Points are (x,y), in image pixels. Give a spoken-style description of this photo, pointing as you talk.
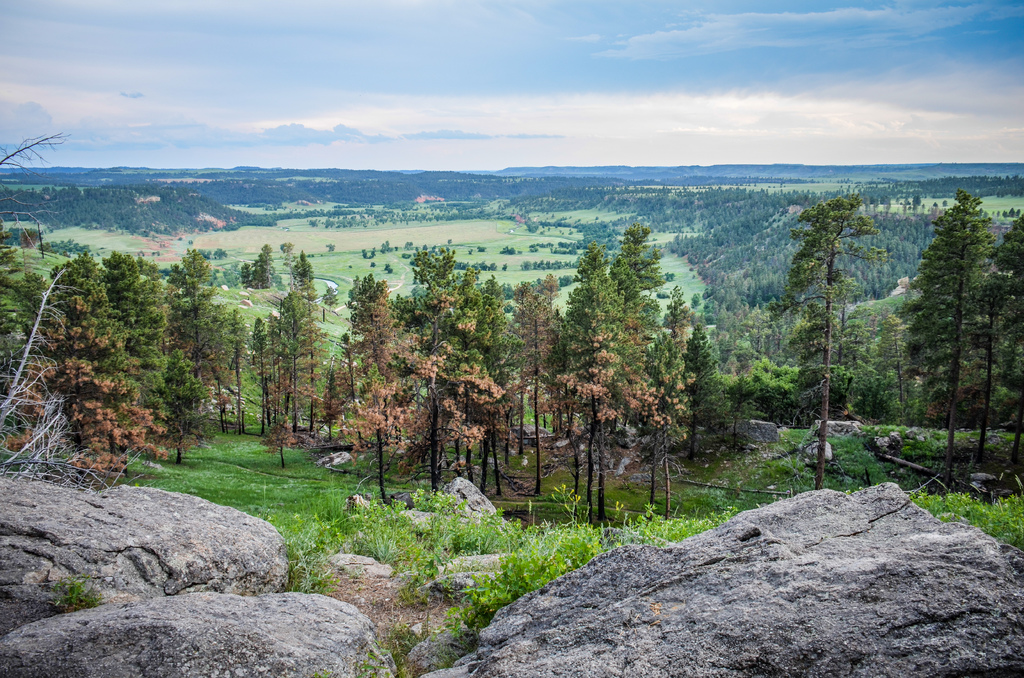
In this image I can see the rocks (500,564) and grass (482,537). In the background (445,405) there are many trees (398,359), clouds (664,98) and the sky (398,40).
